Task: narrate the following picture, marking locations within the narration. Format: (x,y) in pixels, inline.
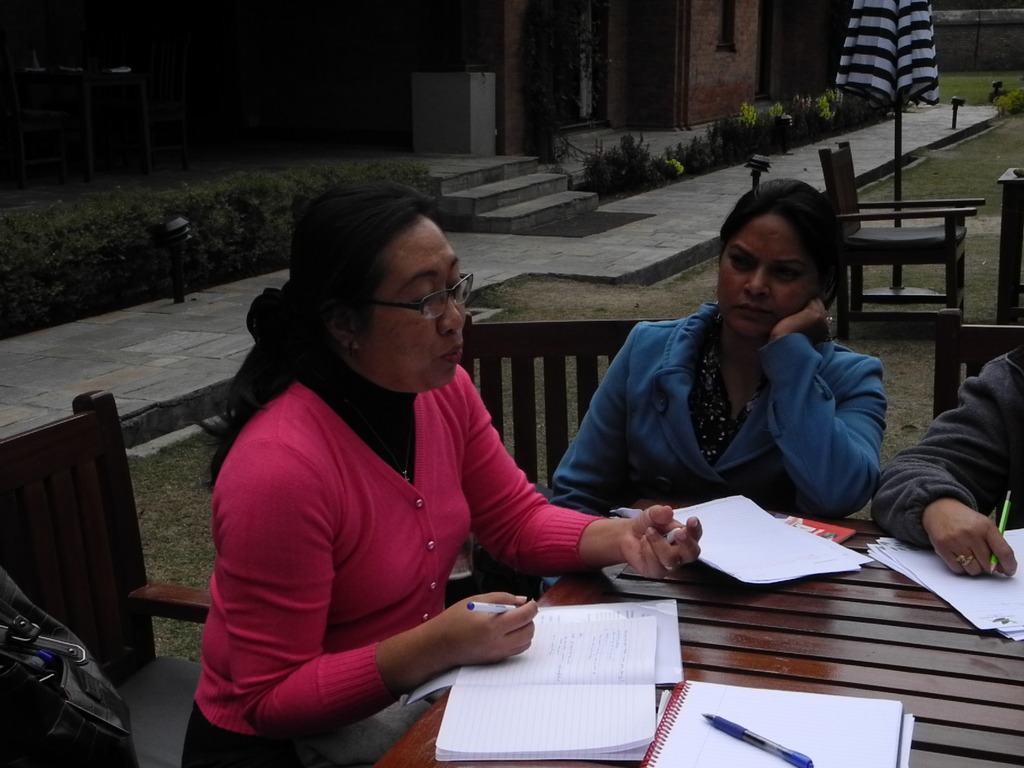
On the left side (340,484), there is a woman (452,543) in a jacket (345,463) wearing a spectacle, holding a pen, keeping her hand (510,651) on a book (621,660) which is on a wooden table (407,748) on which there are books (681,763) and documents (1003,623). On the right side (967,469), there are two persons (744,378) sitting on the wooden chairs (492,329) in front of the table (788,625). In the background (969,12), there are plants (820,105), a chair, an umbrella (932,65), a footpath (11,345), grass (967,74), a wall (1011,59) and a building (741,8).
